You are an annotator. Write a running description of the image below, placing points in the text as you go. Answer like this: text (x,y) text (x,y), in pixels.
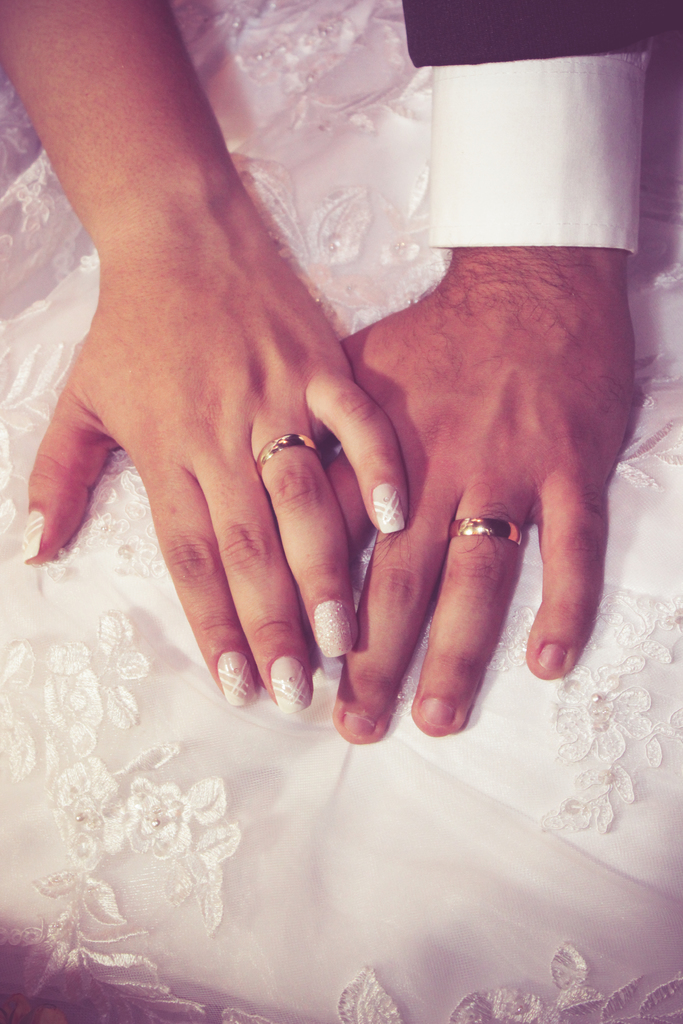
In this image I can see person's hands (322,492). I can also see rings (281,449) in fingers (452,608). Here I can see a white color cloth (130,816).
